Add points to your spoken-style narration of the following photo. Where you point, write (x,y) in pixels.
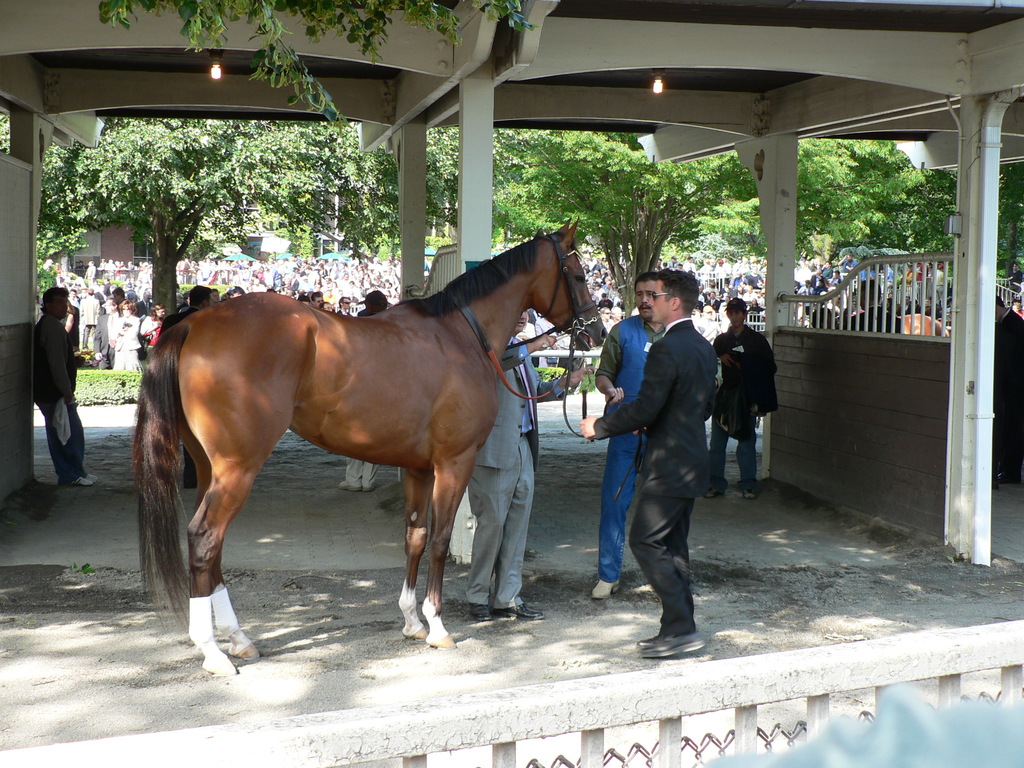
On the background (677,173) we can see trees (277,224) and a crowd (746,265). Here we can see a horse (441,365) in brown colour and few persons (609,396) are standing near to the horse (405,343). we can see two men (735,382) here. These are lights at the top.
